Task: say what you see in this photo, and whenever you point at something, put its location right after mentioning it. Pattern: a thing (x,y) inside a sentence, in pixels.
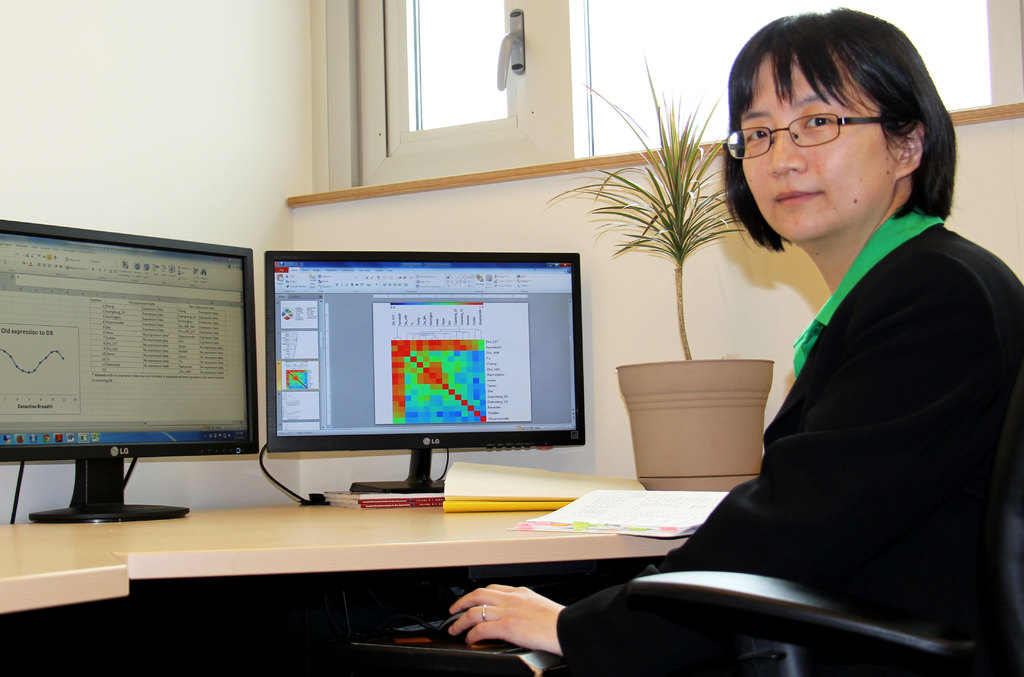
In this picture there is a woman (912,258) sitting on the chair (713,588) and she is looking at some person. She has a table (242,532) in front of her which has two monitors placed in front of her, there are some books (688,520) placed, a plant (731,434) is there at right side (706,483). In the backdrop (353,481) there is a wall (227,139) and a plant (728,446).
